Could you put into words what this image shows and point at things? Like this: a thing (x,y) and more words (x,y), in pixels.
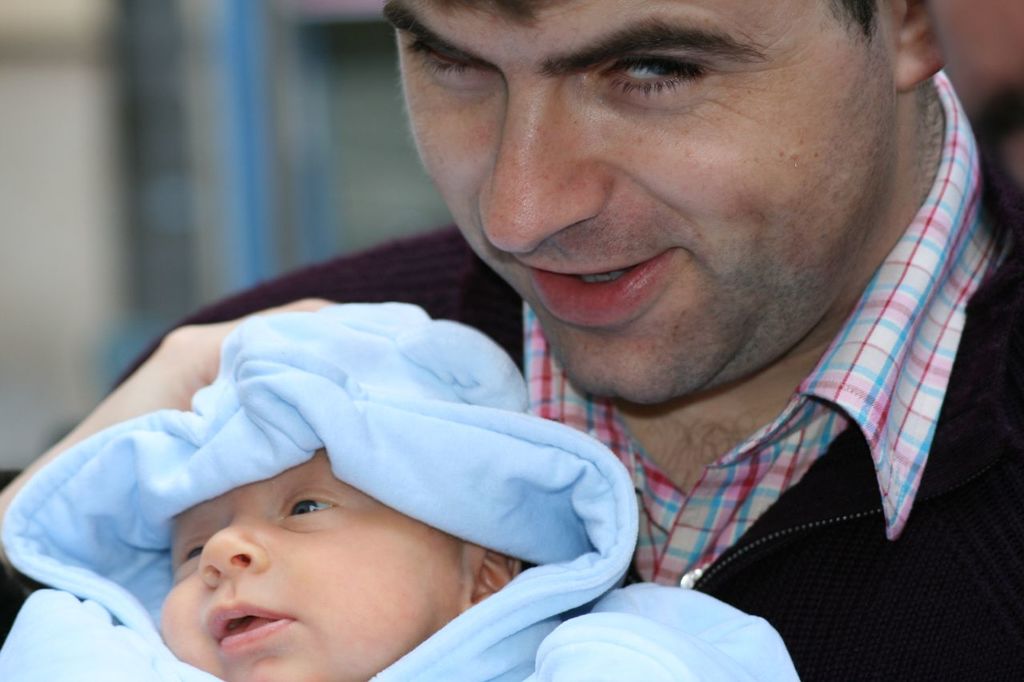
In the center of the image (670,382) there is a person (121,388) holding a baby (611,505).
